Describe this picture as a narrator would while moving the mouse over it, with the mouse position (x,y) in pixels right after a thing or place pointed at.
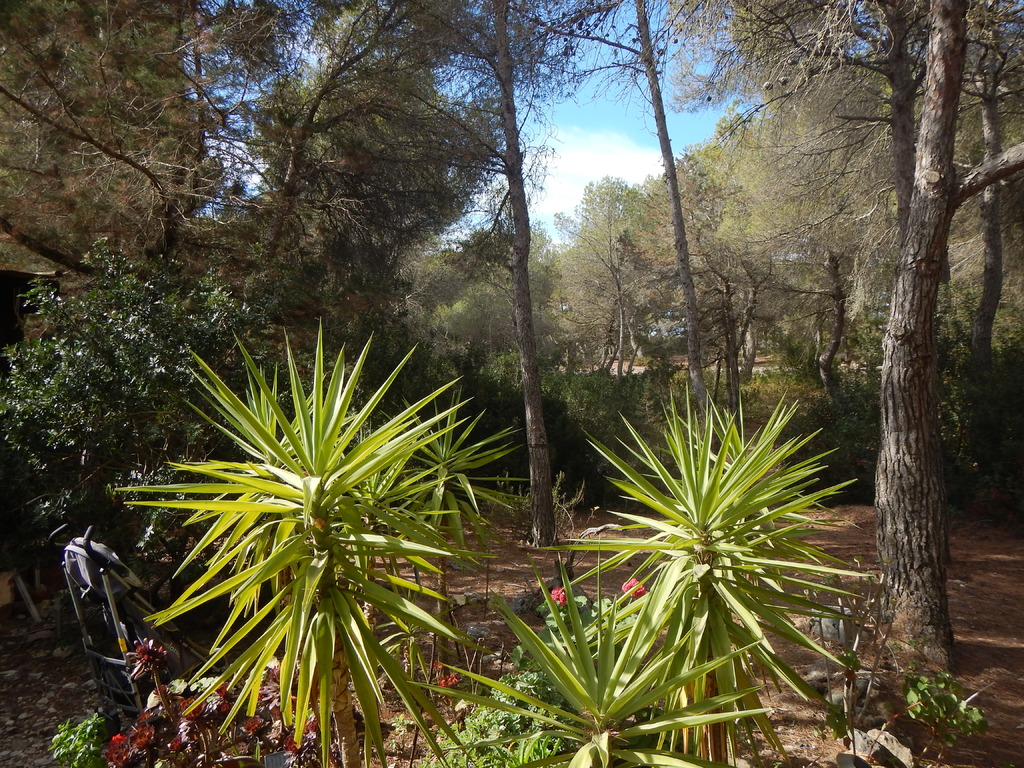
In this image in front (570,658) there are plants (584,649). In the background of the image (571,337) there are trees (660,98) and sky (606,126).
